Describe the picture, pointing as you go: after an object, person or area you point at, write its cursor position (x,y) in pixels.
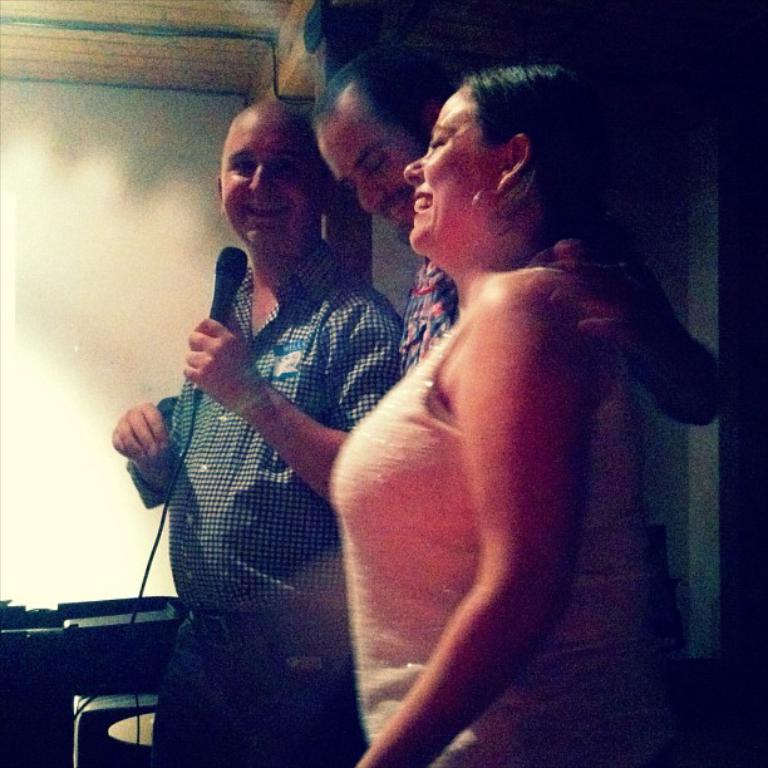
In this picture there are three persons (516,341) standing where one among them is holding a mic (229,321) in his hand (215,381) and there are some other objects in the background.
